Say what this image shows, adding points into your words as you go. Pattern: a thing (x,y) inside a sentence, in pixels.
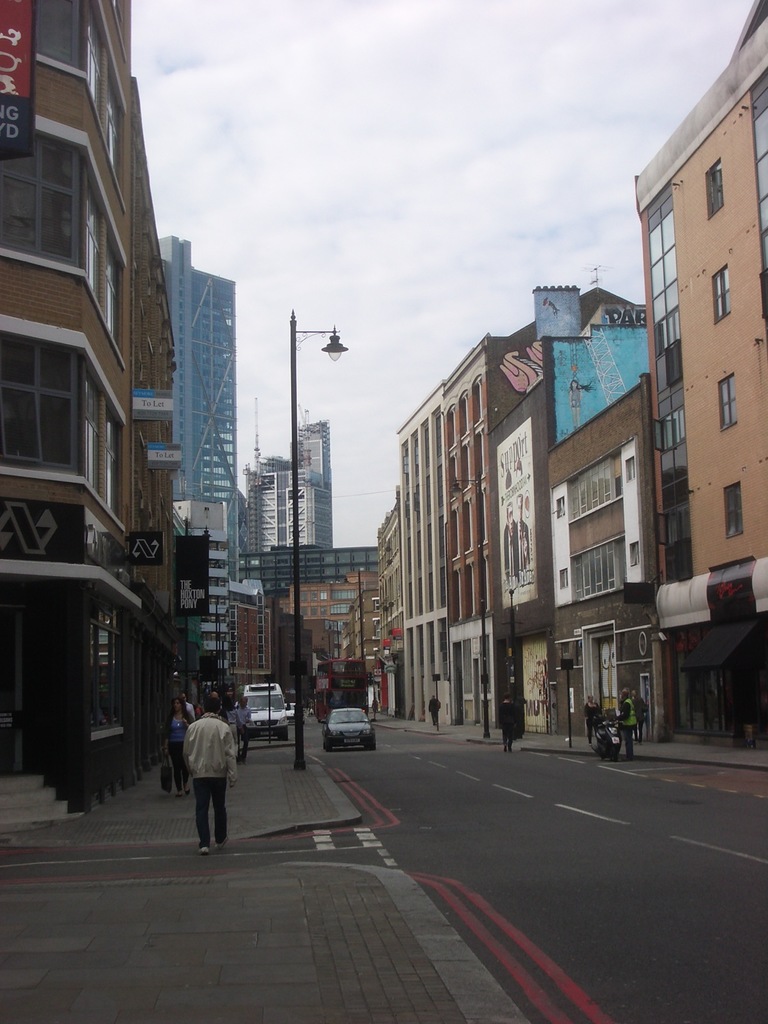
In the image we can see there are many buildings (586,534) and these are the windows (728,414) of the building (620,379). There are even vehicles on the road (461,781) and there are people (210,794) walking, they are wearing clothes (183,770). Here we can see light poles (296,559), footpath (425,1017), stairs (36,798) and a cloudy sky (392,192).
